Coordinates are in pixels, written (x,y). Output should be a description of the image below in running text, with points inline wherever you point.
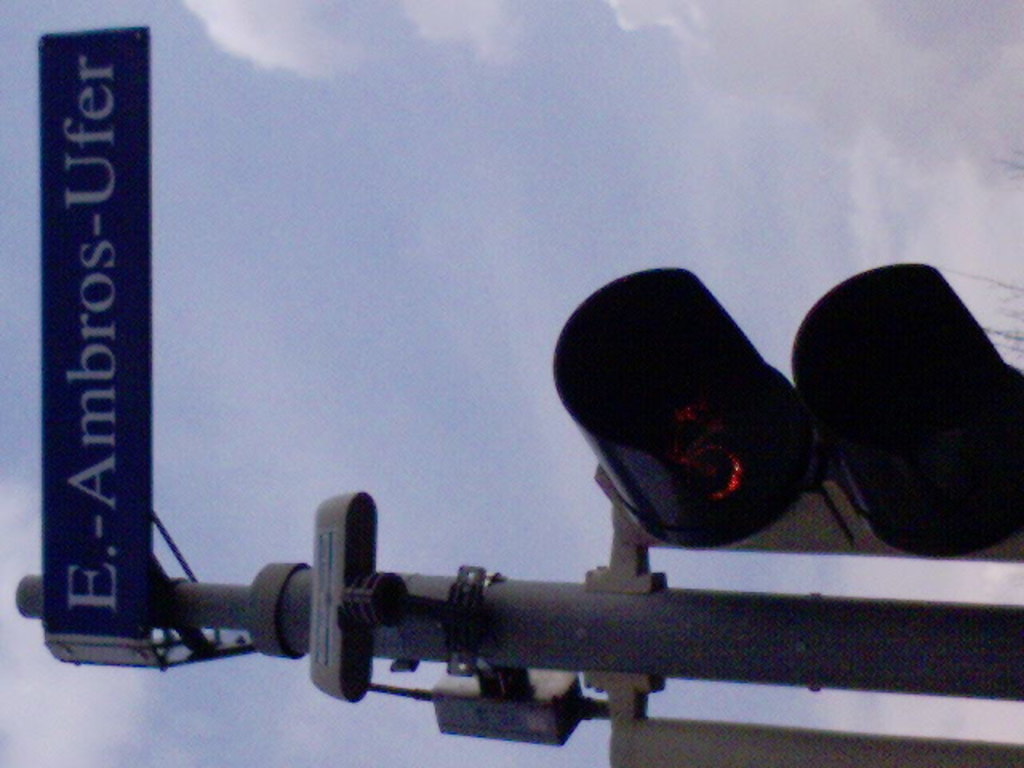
In this image I can see the traffic signal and I can also see the board (79,226) attached to the pole (528,652). In the background (533,195) the sky (557,162) is in white color.
